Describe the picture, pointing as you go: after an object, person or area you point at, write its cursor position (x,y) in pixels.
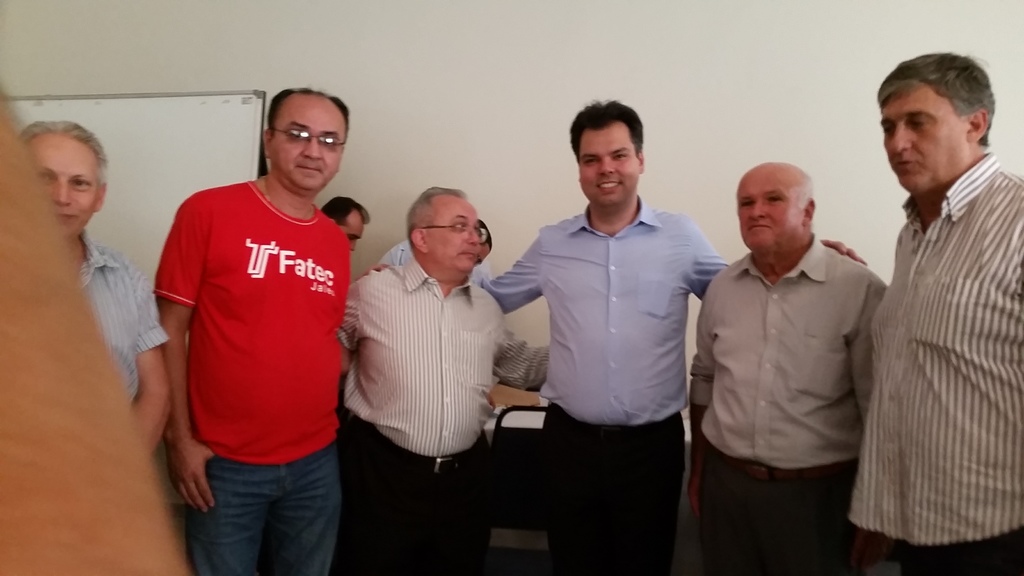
Here in this picture we can see a group of men (375,265) standing over a place and some of them are smiling and some are wearing spectacles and behind them we can see chairs (545,405) and table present and on the left side (217,144) we can see a board (146,197) present.
